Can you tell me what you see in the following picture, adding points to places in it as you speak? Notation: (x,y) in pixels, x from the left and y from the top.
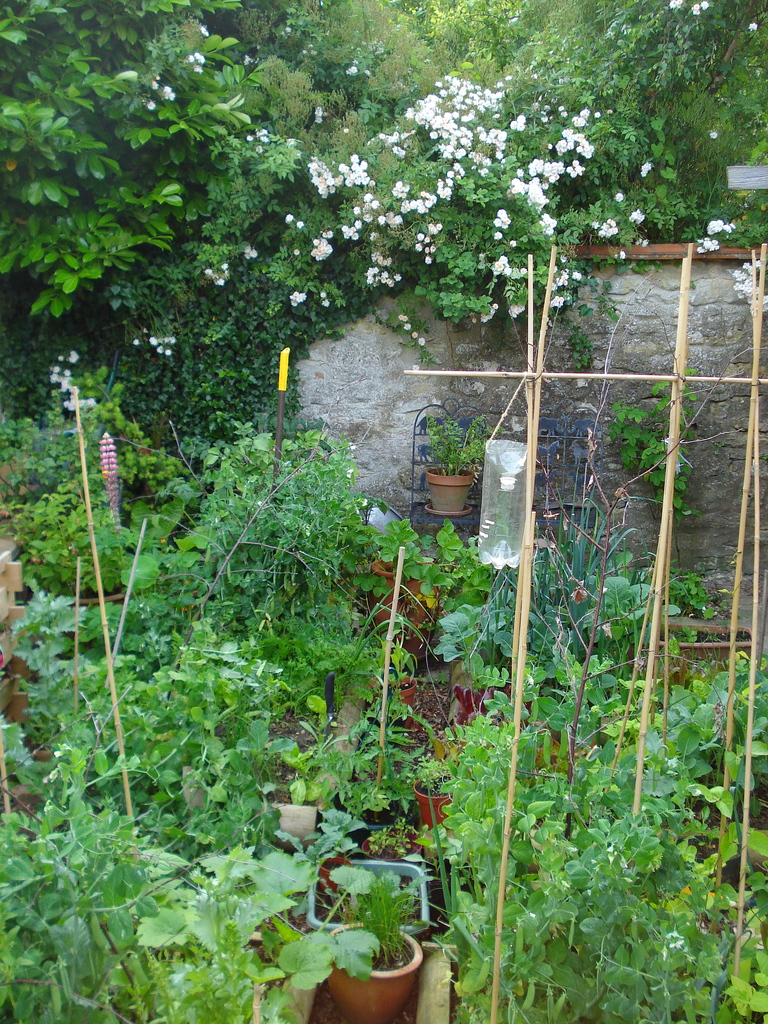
In this picture we can see there are pots (392,594) with plants (388,752) and behind the plants (266,468) there is a wall (383,371) and trees (286,160).
